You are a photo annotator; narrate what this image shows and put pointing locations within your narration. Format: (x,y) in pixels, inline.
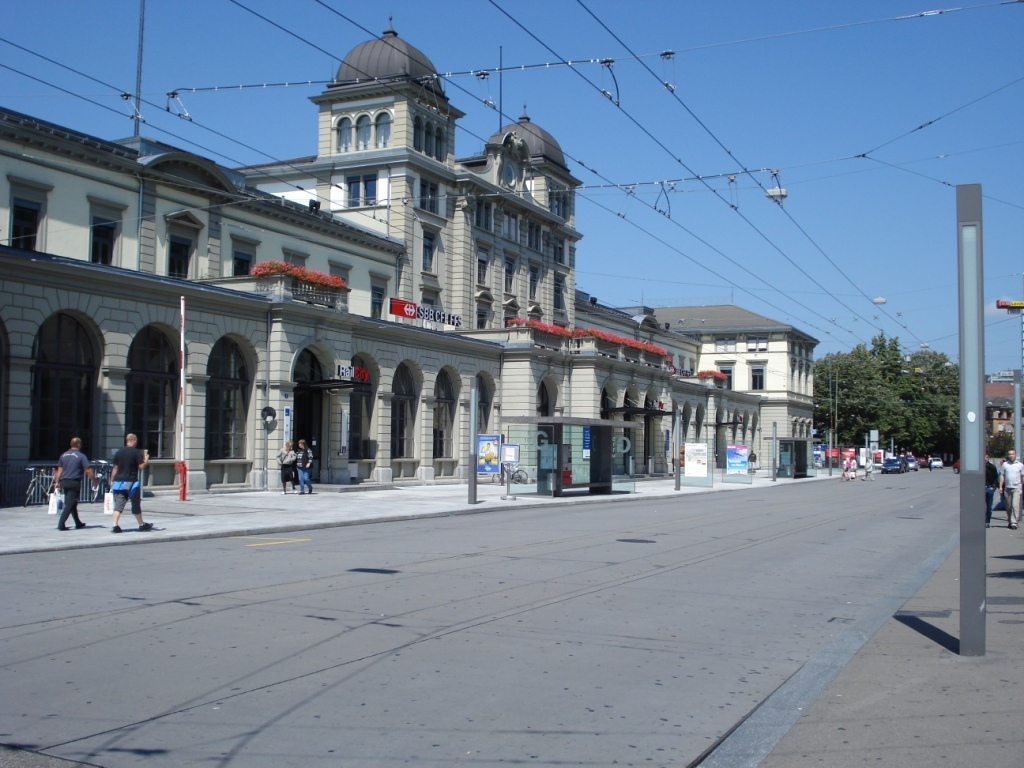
In the image there is a road (446,527) and there are few people (78,496) walking on the footpath (882,647) around the road (626,763). In the background (27,209) there is a building (694,401) and beside the building (653,401) there are some trees (885,343).
